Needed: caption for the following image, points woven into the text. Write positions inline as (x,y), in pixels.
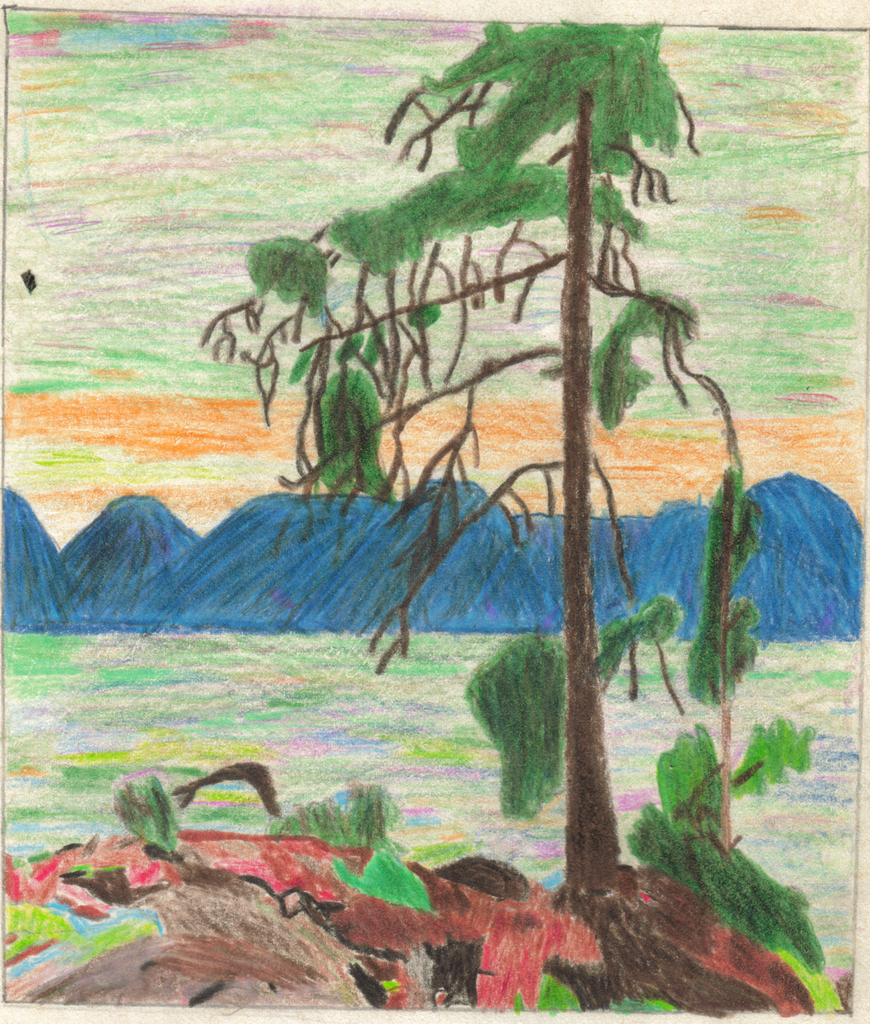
In this image I can see a painting (327,517) of a tree (733,663) and mountains (247,543). At the bottom (325,913), I can see the ground (253,886).
